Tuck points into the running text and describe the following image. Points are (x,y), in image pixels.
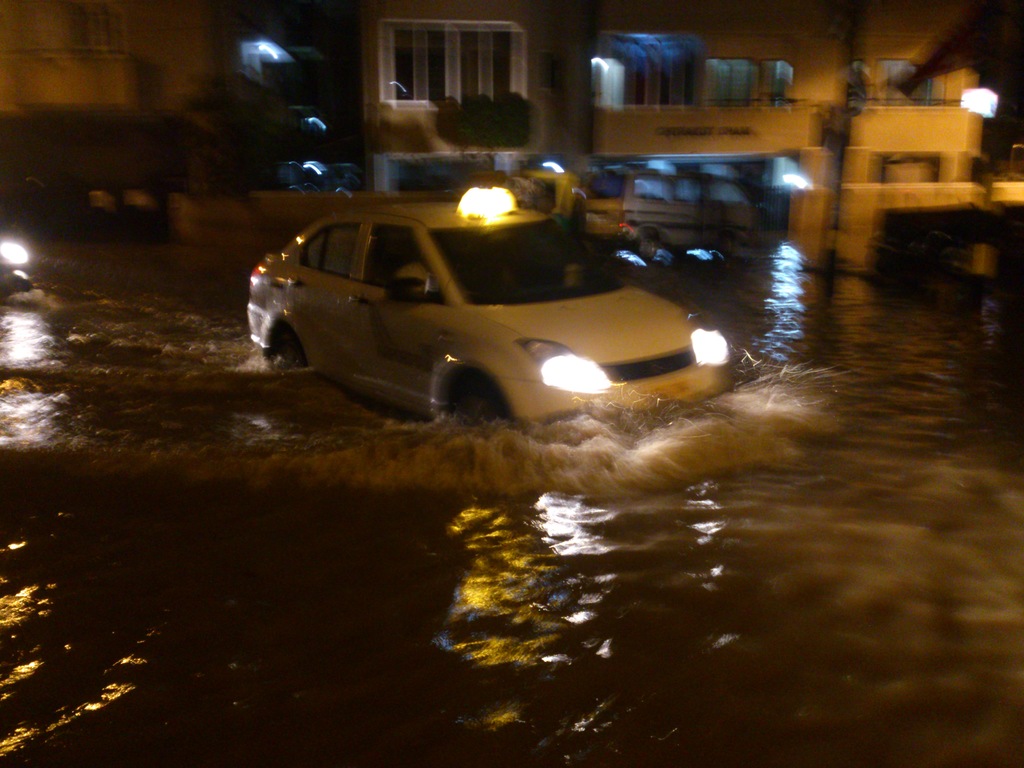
In this image in the front (469,542) there is water (506,542) and in the center (437,323) there is a car (415,320) moving in the water (595,425). In the background (423,116) there are buildings (660,86) and there are lights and there is a car (649,196).
